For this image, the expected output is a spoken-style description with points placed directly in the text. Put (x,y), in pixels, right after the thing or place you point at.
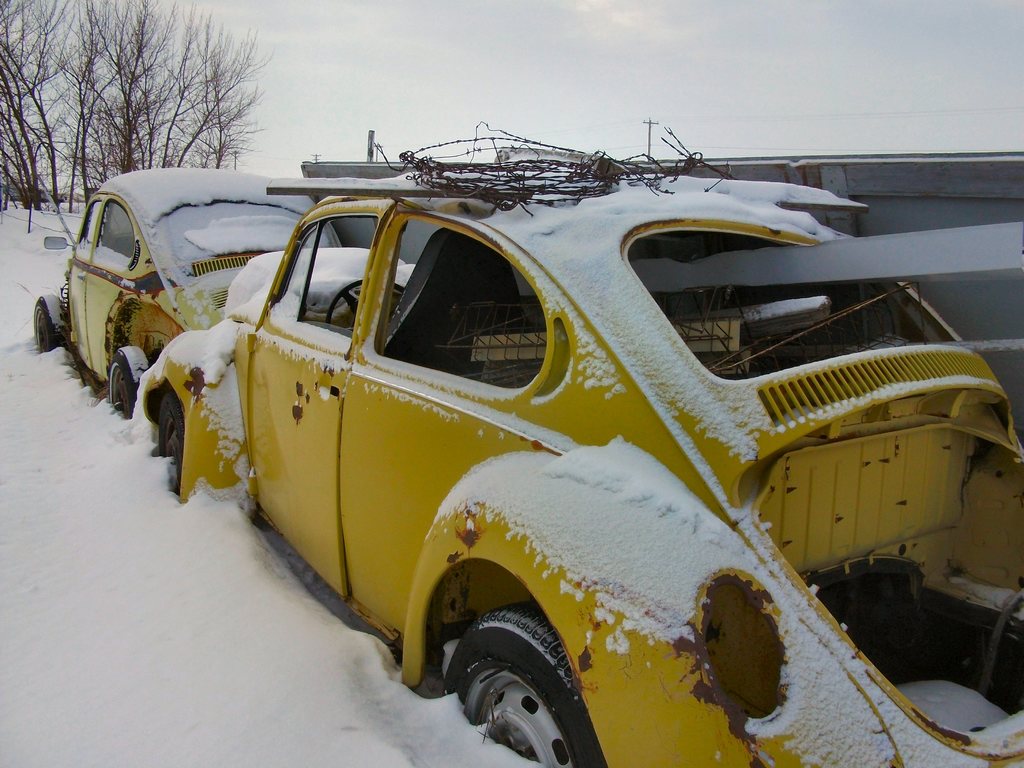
In this image there are cars (209,400) parked on the ground (221,573). There is snow (148,599) on the ground (188,565) and on the cars (383,436). In the background (81,99) there are trees (81,99), buildings (924,176) and a poles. At the top (532,48) there is the sky (520,66).
